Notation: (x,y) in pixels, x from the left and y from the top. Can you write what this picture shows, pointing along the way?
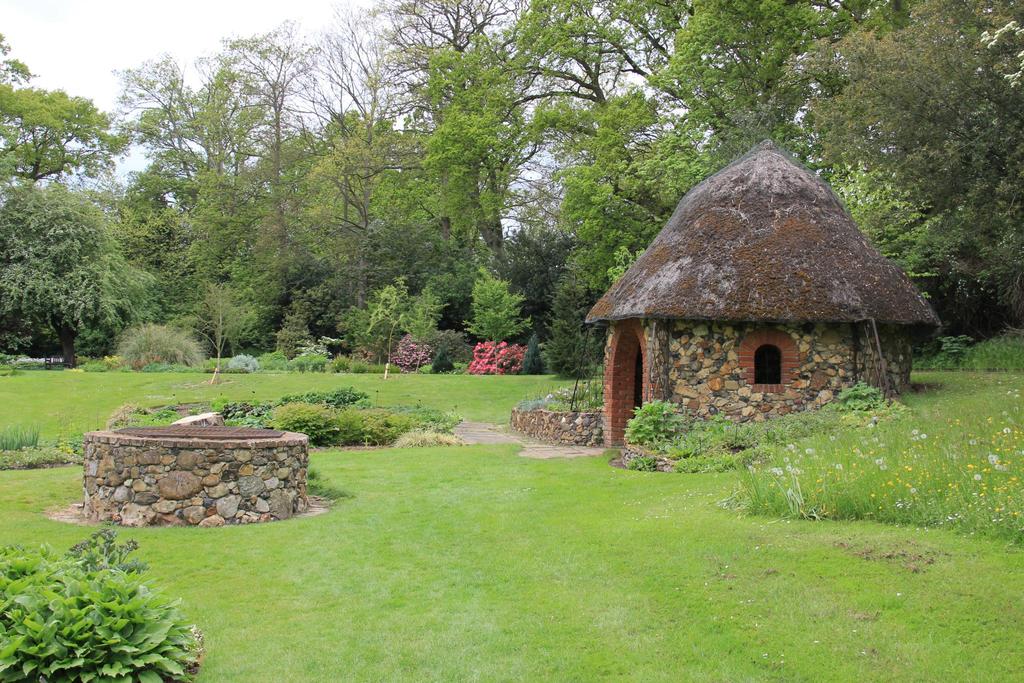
In this picture I can see trees (555,276), grass (478,510), plants (837,408) and a house (753,383). On the left side (143,506) I can see a stone object (225,485). In the background (70,68) I can see the sky (181,46).
